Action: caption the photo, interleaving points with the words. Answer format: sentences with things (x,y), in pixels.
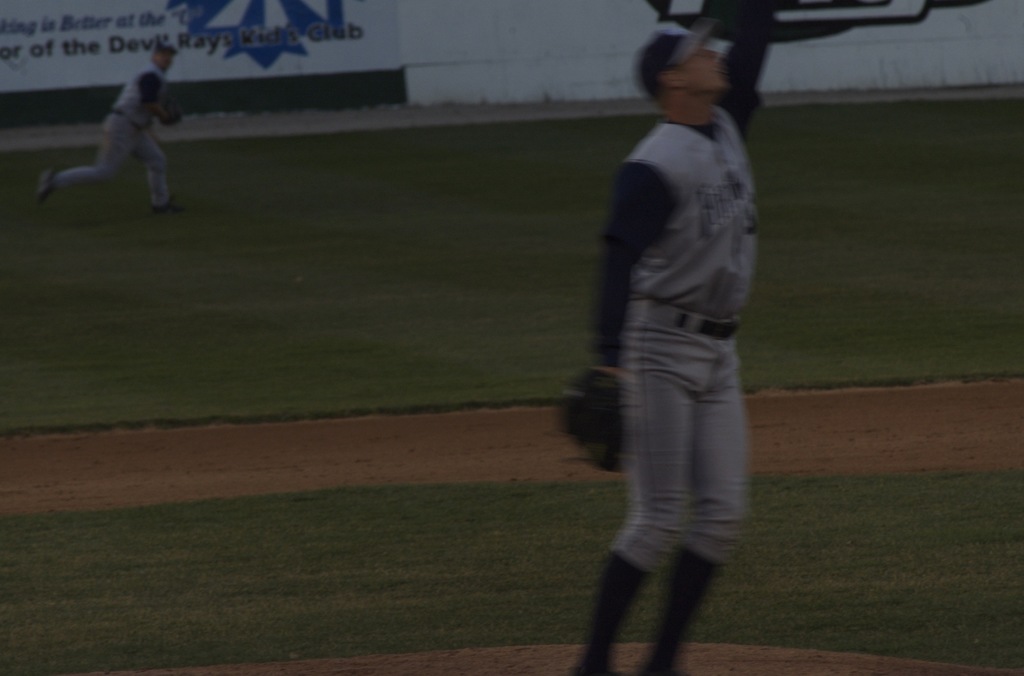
There is one person (656,369) standing on the ground (561,456) as we can see on the right side of this image (703,306), and there is one person (165,166) is running at the top left corner of this image (92,174), and there is a wall (447,51) in the background (447,51).
